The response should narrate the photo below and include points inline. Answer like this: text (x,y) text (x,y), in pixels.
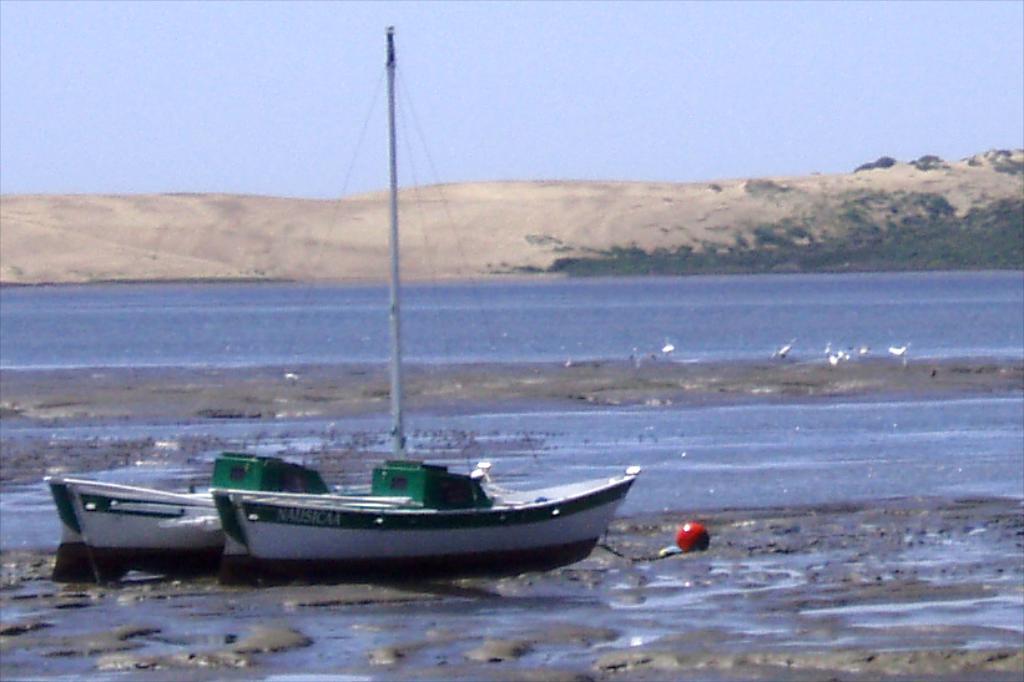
In this image there is water (519,600) and we can see a boat (392,563) on the water (754,564). There are birds (842,355). In the background (850,250) there are hills (532,202) and sky (306,105).
